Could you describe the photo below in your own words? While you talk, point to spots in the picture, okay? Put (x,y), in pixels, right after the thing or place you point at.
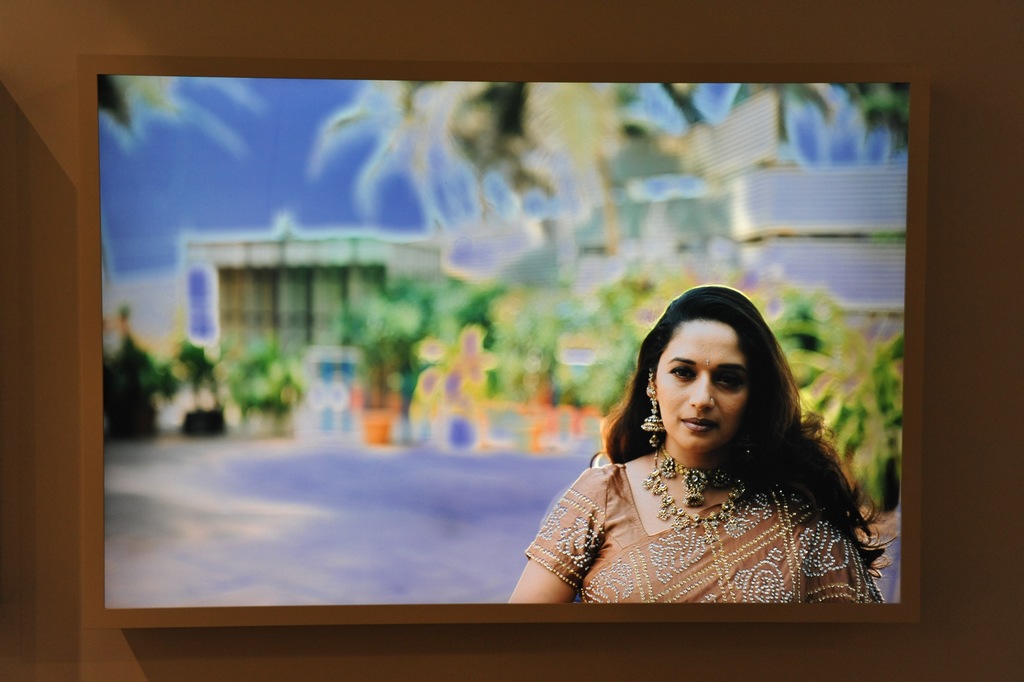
In this image I can see the person (658,499) with brown color dress (702,578). In the back (530,398) I can see many trees (850,369), house (276,338) and the sky (311,224) but it is blurry.
